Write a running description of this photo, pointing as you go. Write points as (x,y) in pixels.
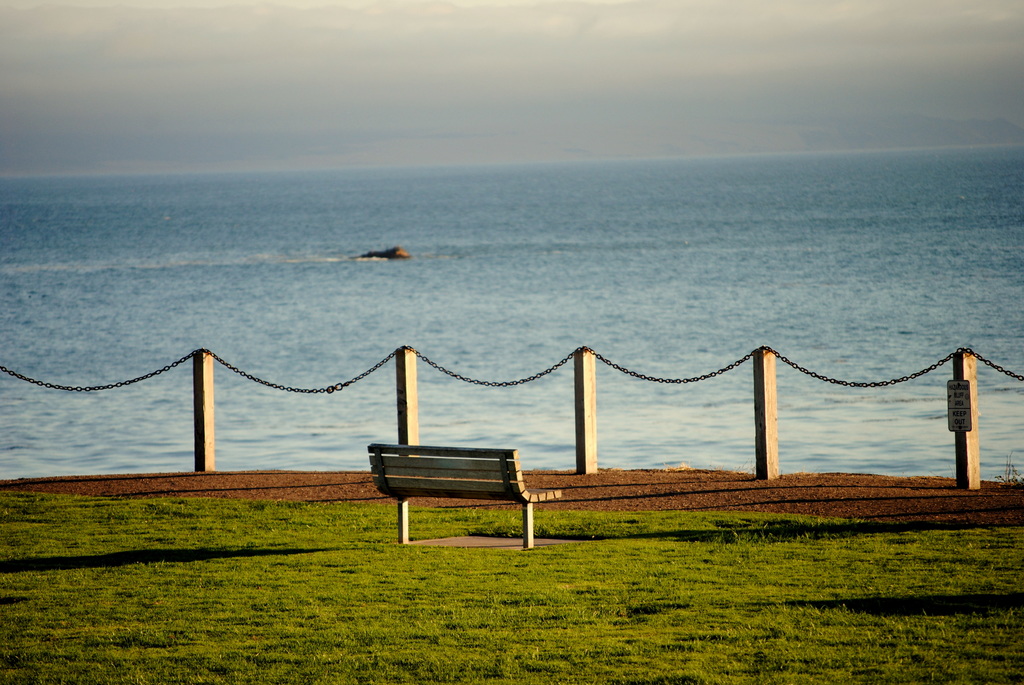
In this image we can see a wooden fence (605,361) included with a chain (125,384) and we can also see a sitting bench (472,484), grass (521,628), water (518,208) and sky (311,131).
